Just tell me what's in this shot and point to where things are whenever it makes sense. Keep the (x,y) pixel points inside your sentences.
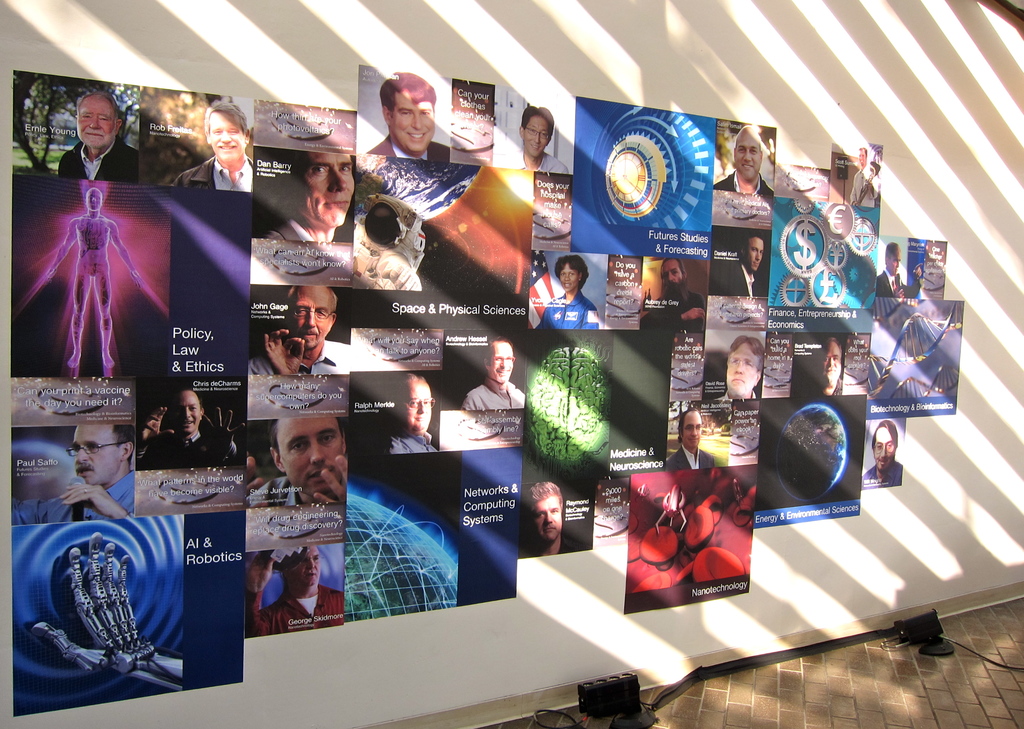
In this picture I can see photos (398,331) of persons (395,253) and other objects (541,359) attached to a white color wall (981,447). On the floor (855,649) I can see some other objects (591,708).
